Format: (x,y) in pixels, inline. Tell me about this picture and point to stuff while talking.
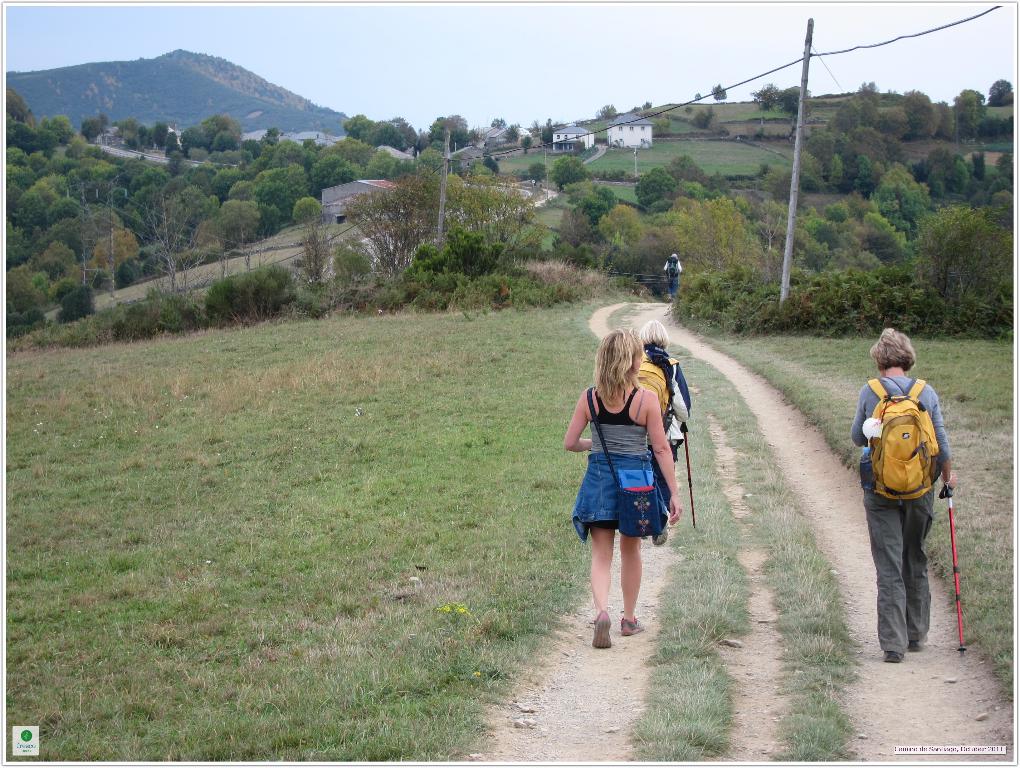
In this image in the center (629,407) there are persons (650,465) walking. There is grass (258,524) on the ground (305,461) and in the background (398,193) there are trees (578,200), there are houses (647,140) and the sky (492,56) is cloudy. On the right (798,140) there is a wooden Pole (792,167) and there are wires (812,53) on the pole (804,97).
